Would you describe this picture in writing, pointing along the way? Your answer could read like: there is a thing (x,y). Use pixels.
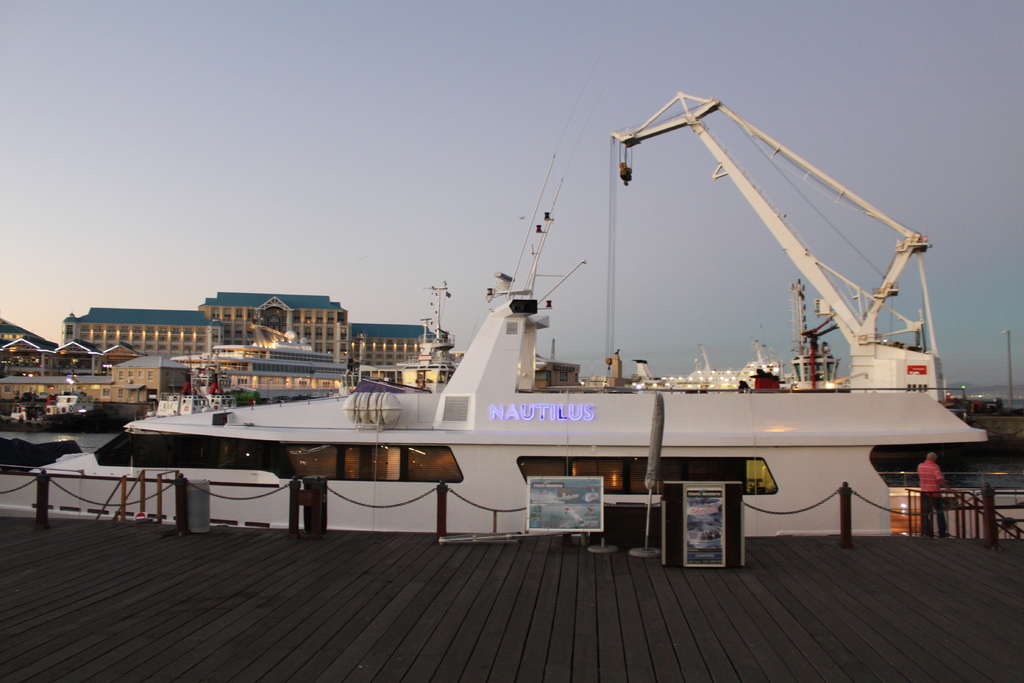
In this image there is a wooden patio (768,544) and fencing (47,503), in the background (95,461) there are ships (803,451) on water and buildings (142,334) and clear sky (700,55).
